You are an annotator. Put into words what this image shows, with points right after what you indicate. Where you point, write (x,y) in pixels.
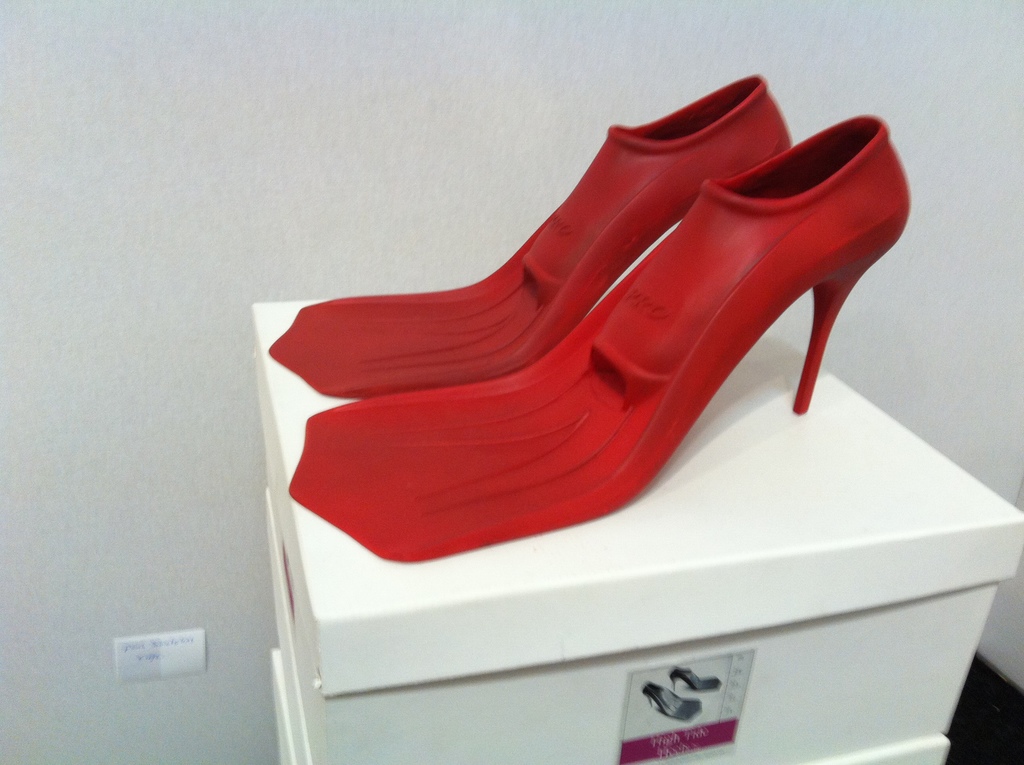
In this image there are sandals (597,293) which are red in colour and there are boxes (832,718) which are white in colour.
